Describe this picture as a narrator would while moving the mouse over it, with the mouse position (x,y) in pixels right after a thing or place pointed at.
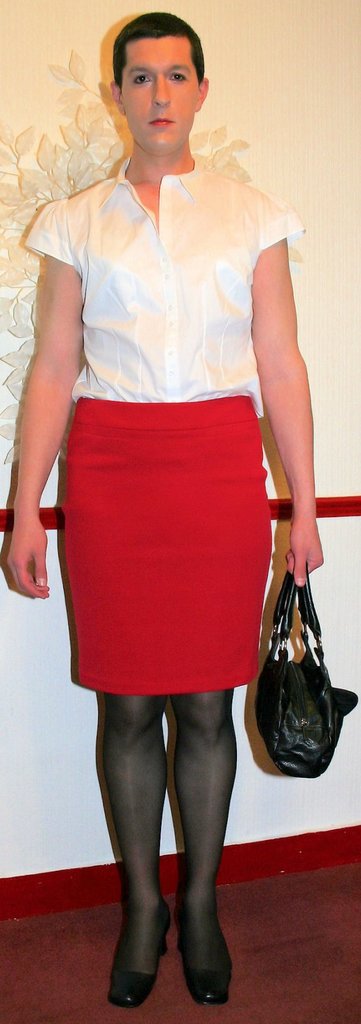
In this image I can see a person (242,606) is standing and holding a handbag (285,585).
